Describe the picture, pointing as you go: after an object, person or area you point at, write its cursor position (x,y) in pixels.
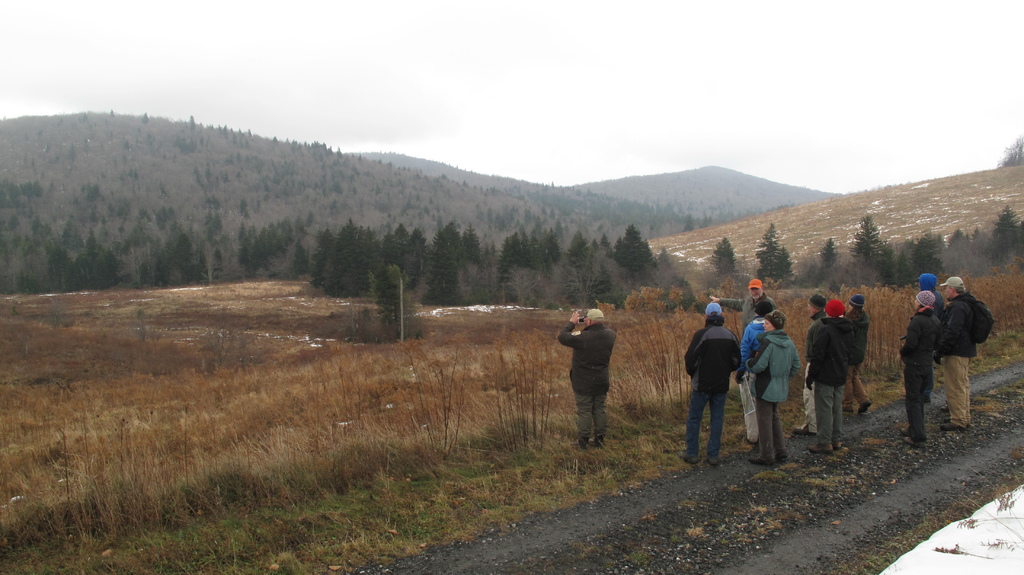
In this image few people (712,324) are standing on the path (813,439). A person (573,368) is standing on the grassland (573,463). He is holding a camera (579,323). There are few trees (334,279) on the land (194,317). Behind there are few hills (513,179). Top of the image (483,63) there is sky (526,60).
